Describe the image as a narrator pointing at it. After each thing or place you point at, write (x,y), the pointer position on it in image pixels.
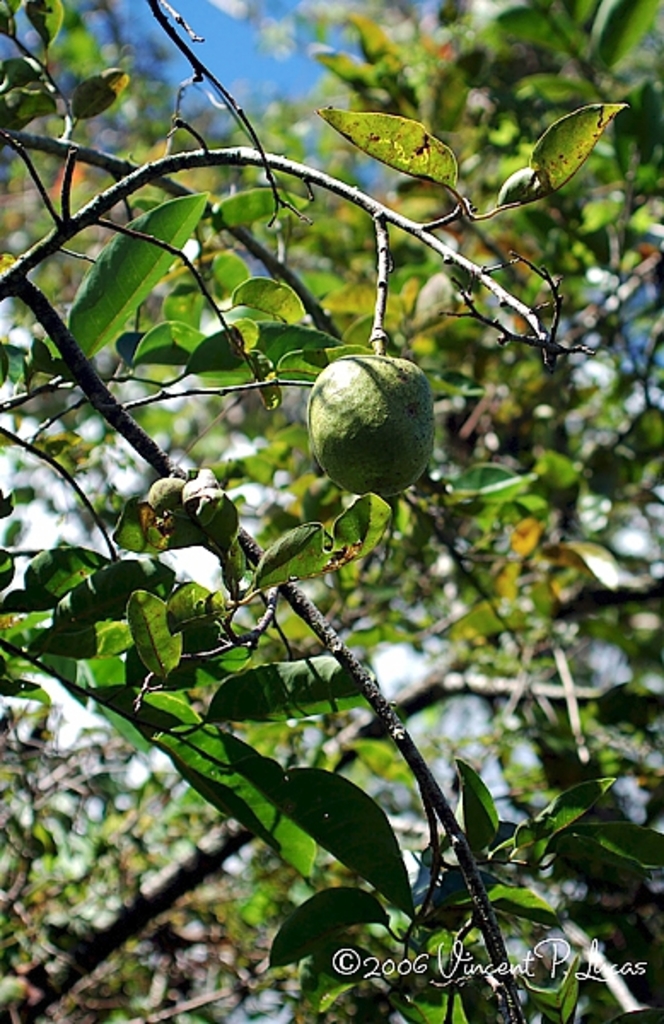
In this image we can see a fruit (364,417) to the branch (371,202) of the tree (173,243). In the background (349,100) we can see trees (342,60) and sky (277,58).
